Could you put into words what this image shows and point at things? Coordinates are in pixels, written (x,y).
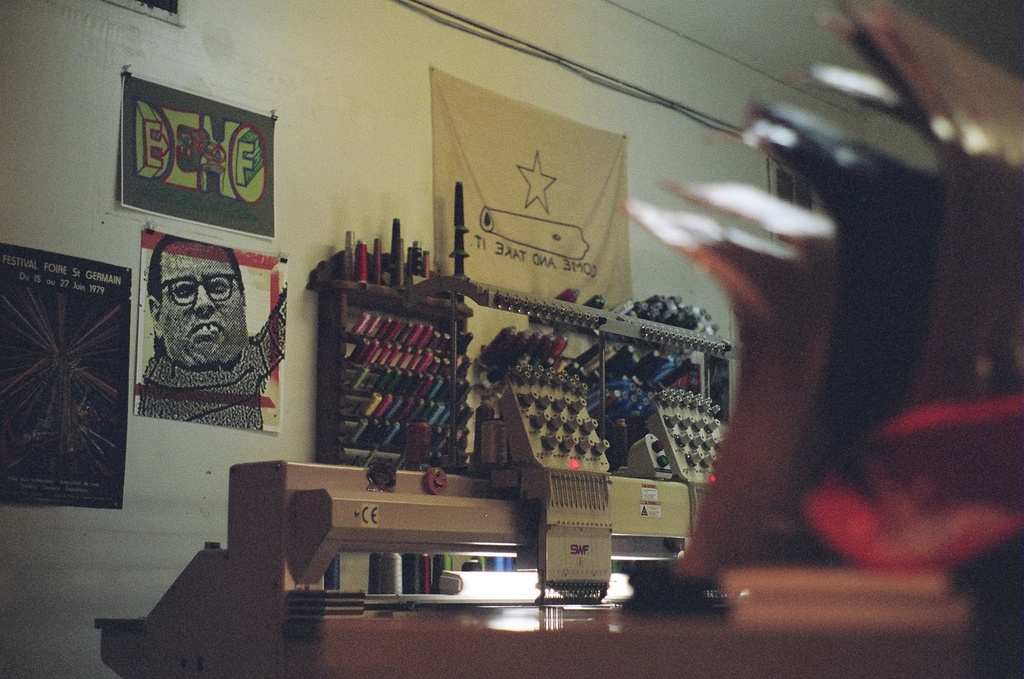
This picture is clicked inside the room (388,459). In the middle of the picture (541,400), we see a machinery equipment (542,498). Behind that, we see a white wall (94,125) on which many posters (222,203) are pasted. On the right side of the picture (897,315), it is blurred.
